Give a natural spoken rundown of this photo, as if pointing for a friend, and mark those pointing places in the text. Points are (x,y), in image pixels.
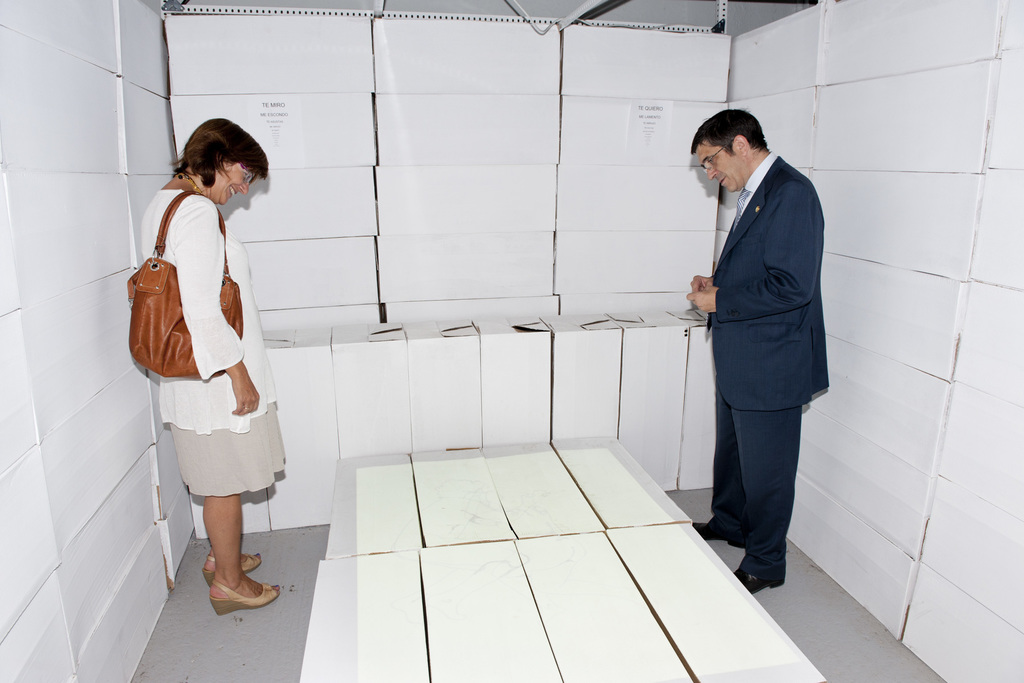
In this image there are many white cartons (478,372). On the left (202,204) a lady (214,215) is standing wearing white top (206,291) she is carrying a bag (162,294). In the right (769,259) a man (773,186) is standing wearing blue suit (748,288).
